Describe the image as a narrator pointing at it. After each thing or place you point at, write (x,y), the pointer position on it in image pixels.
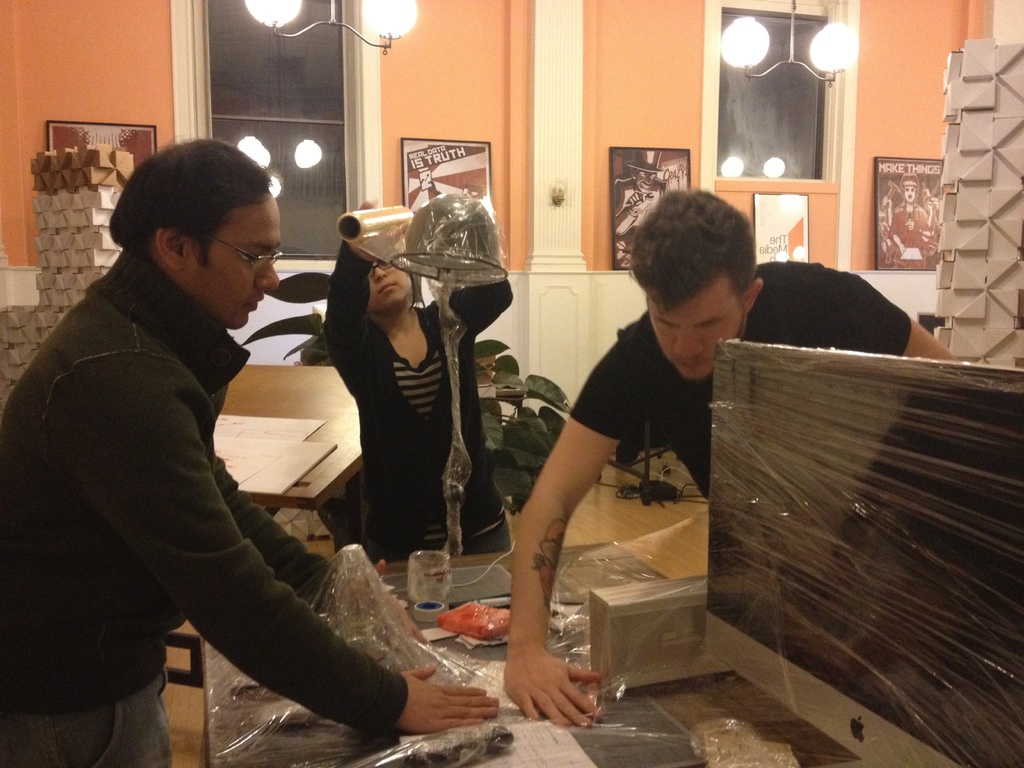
In this image three persons (183,527) who are standing on the left side (138,476) there is one person (156,447) who is standing is wearing spectacles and black shirt (146,484) on the top of the image (566,62) there is wall (477,62) and lights (377,22) are there and in the middle of the image (516,429) there is one plant (521,438) and table (326,407) is there and on that table (325,393) there are some papers (274,449) and in the bottom of the image (690,682) there is one table (707,703) on that table (697,695) there are some plastic covers (447,667), tape (437,612) are there and in the bottom of the right corner (910,576) there is one monitor (817,480).
